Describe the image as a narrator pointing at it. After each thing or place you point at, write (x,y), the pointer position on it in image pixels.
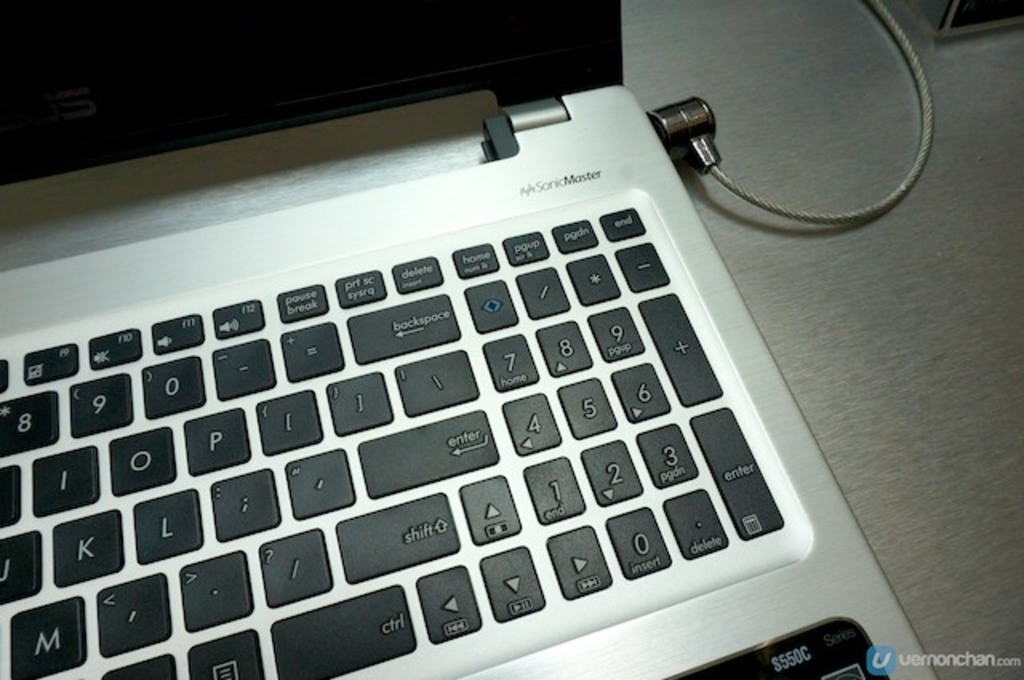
In this image I can see a grey colored surface (882,350) and on it I can see a laptop (429,332) which is black and grey in color. I can see a wire (715,175) connected to the laptop (525,226).
